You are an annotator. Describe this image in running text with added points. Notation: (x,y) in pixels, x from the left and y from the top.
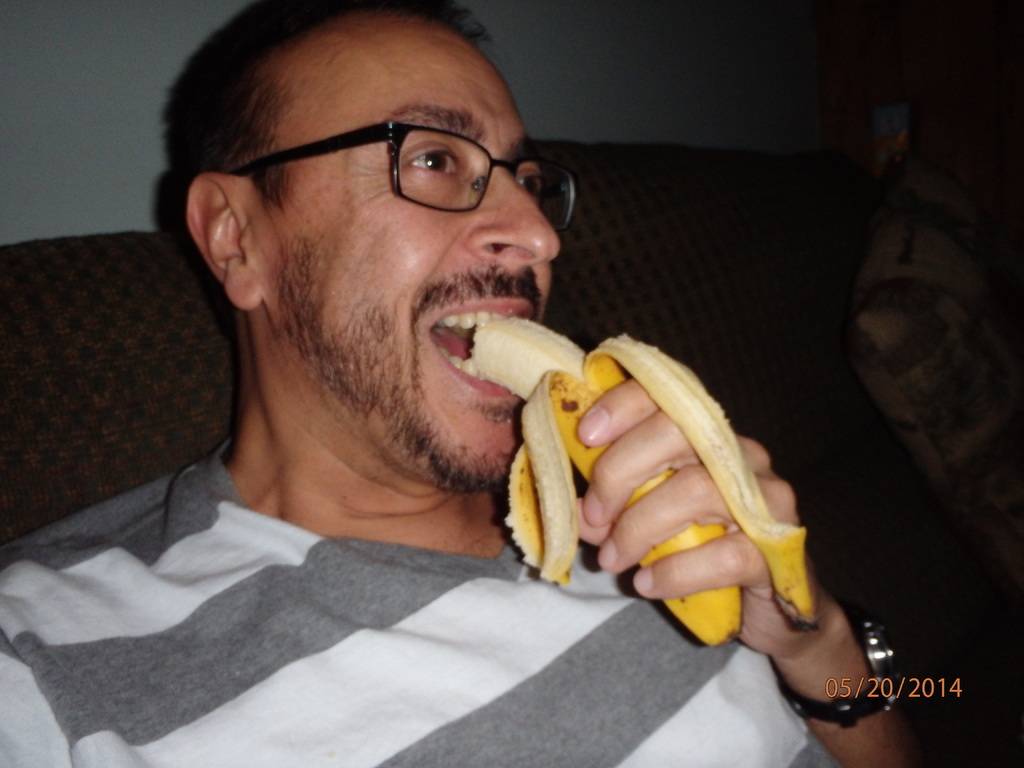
In this image, there is a man (730,659) sitting and he is eating a banana (534,403), at the right side (894,390) there is a pillow (915,388), at the background (688,10) there is a white color wall (40,42).
